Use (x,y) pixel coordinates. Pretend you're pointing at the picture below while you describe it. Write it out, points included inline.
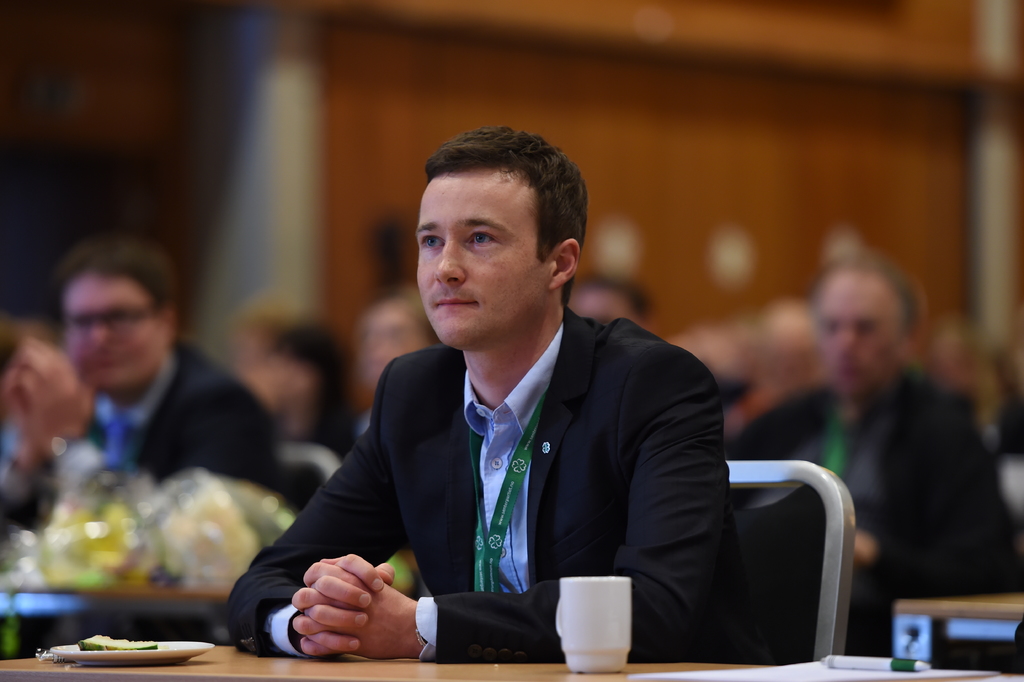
In this image we can see a man (528,412) is sitting on a black color chair (791,534). He is wearing black color coat (570,472) with blue shirt (502,458) and tag (502,513) in his neck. In front of him table (400,659) is there. On table (263,679) paper (844,676), pen (886,660), cup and plate (116,654) are there. Behind the man (486,452) people (770,372) are sitting and brown color wall (692,145) is there.
